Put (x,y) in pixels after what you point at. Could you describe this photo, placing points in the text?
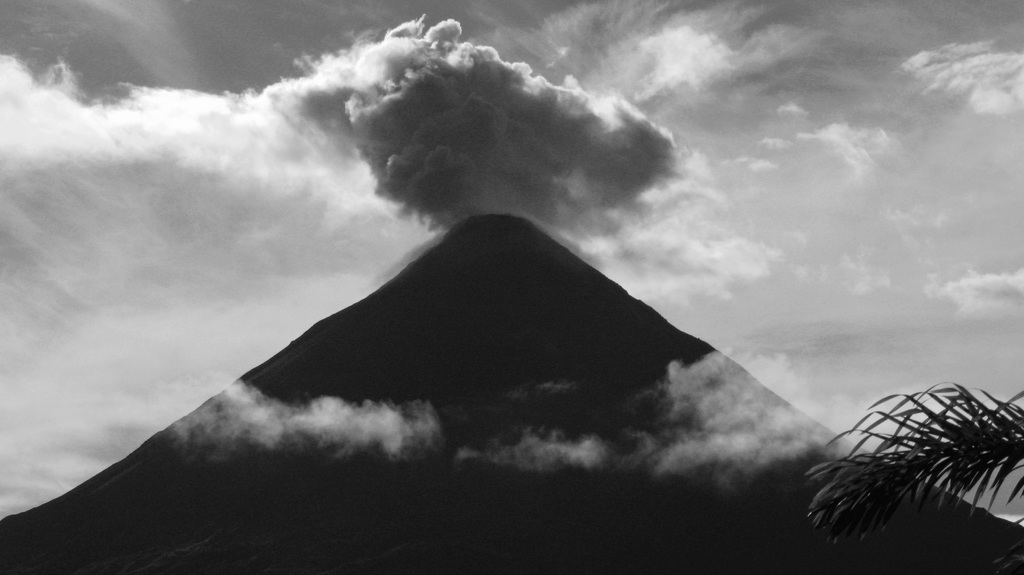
Here in this picture we can see a mountain (421,327) present and we can see the sky (192,409) is fully covered with clouds (205,289) and on the right side (931,393) we can see a branch (1000,426) of a tree (965,436) present.
